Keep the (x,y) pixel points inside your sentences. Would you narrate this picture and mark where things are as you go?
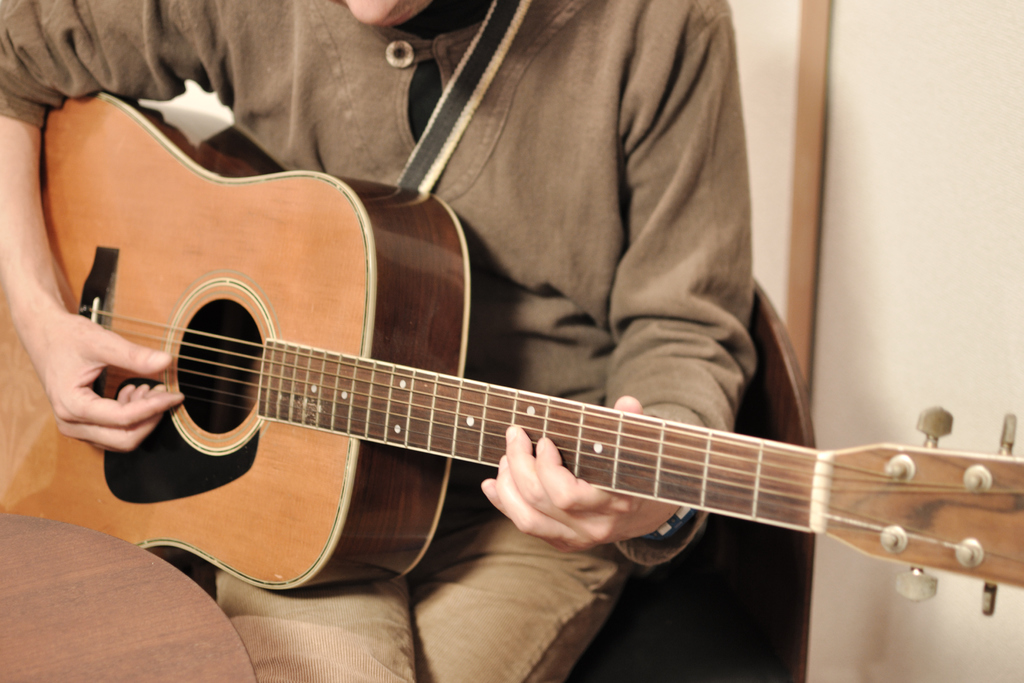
In this image, There is a boy (498,642) sitting on the chair (745,579) which is in brown color, He is holding a music instrument (316,297) which is in yellow color, He is playing a music instrument (297,466), In the background (910,178) there is a white color wall (910,272).
